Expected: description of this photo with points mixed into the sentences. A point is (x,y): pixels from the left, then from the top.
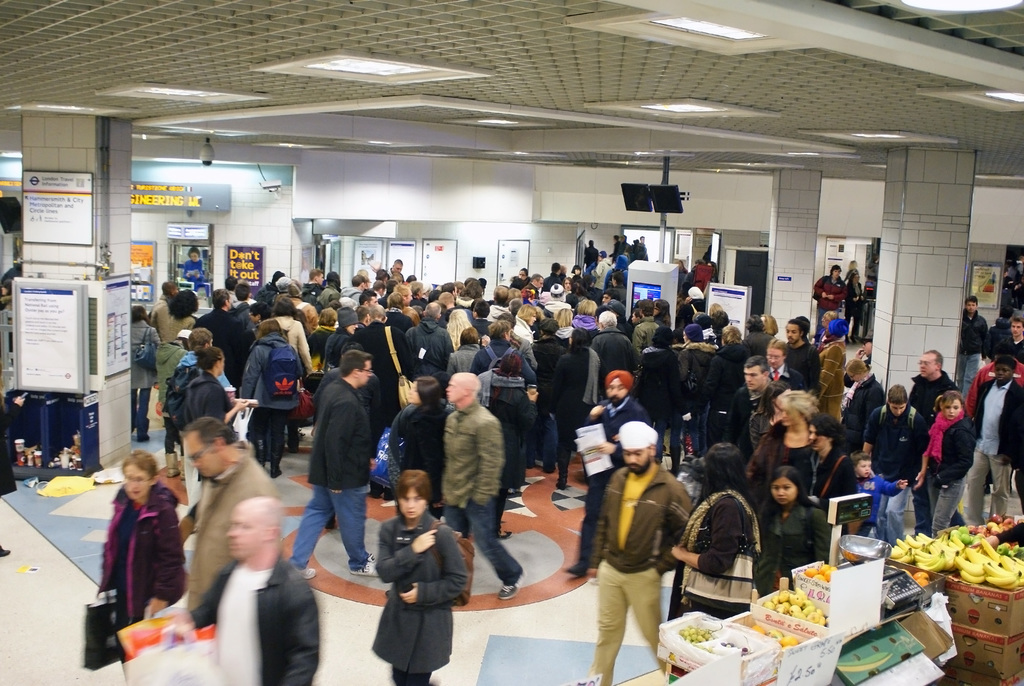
In this picture I can see few people (449,496) walking and few are standing. I can see few boards (85,307) with some text (39,217) and fruits (793,646) in the boxes (1001,598) and a weighing machine (898,583). I can see couple of televisions (641,210) and lights (310,73) to the ceiling (478,96).
